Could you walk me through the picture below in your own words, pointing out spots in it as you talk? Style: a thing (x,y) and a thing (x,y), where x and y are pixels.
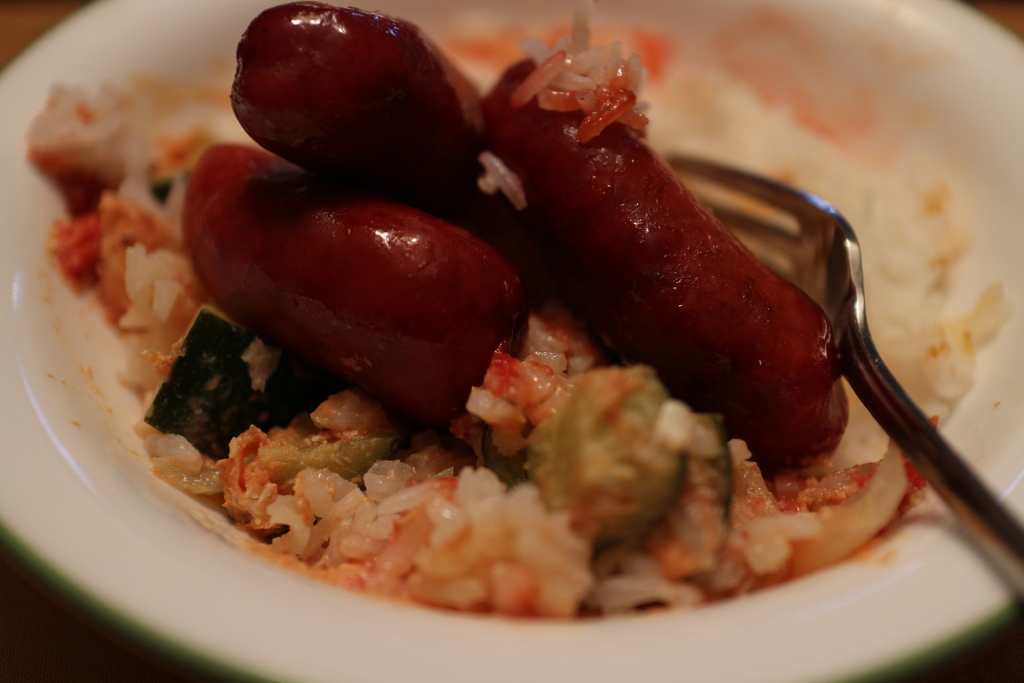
In this image I can see a food (389,504) in white color bowl (218,589). Food (400,295) is in brown, white, green and orange color. I can see a fork (727,225).
